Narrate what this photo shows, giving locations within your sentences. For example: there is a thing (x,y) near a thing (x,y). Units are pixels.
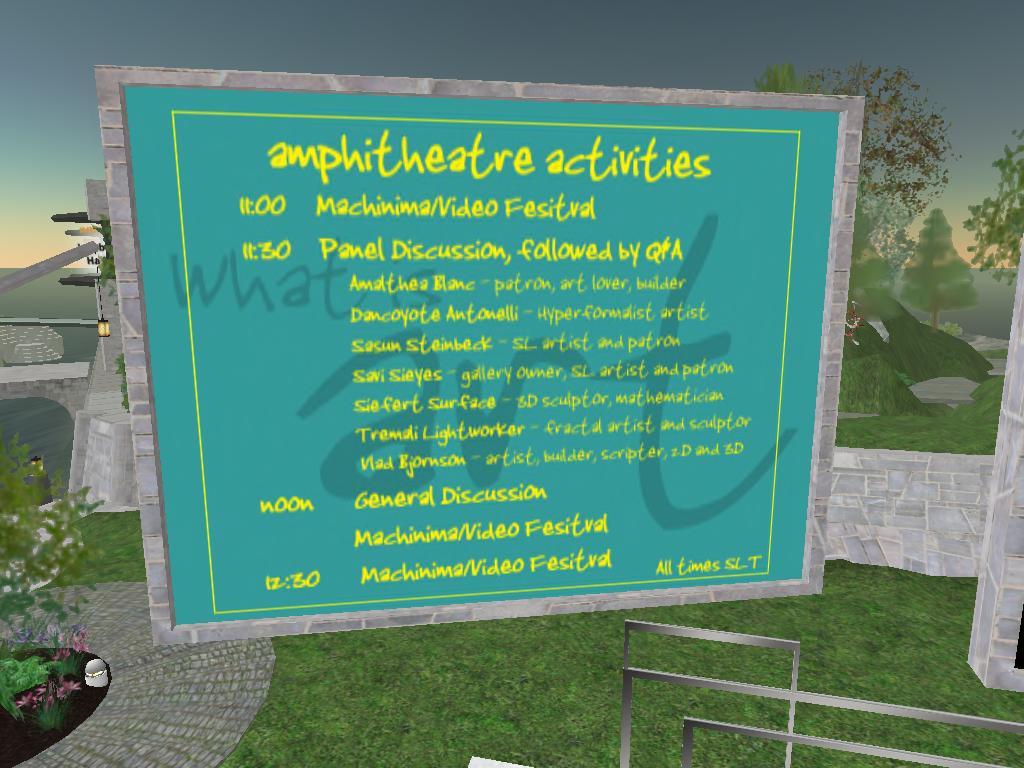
This is an animated image in which I can see a marble board (135,82) with some text (393,338). In the background (994,215) I can see trees (910,250), marbles (74,381) designed, a pathway (150,711), some lights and some metal rods (824,695) in a garden (496,672).
